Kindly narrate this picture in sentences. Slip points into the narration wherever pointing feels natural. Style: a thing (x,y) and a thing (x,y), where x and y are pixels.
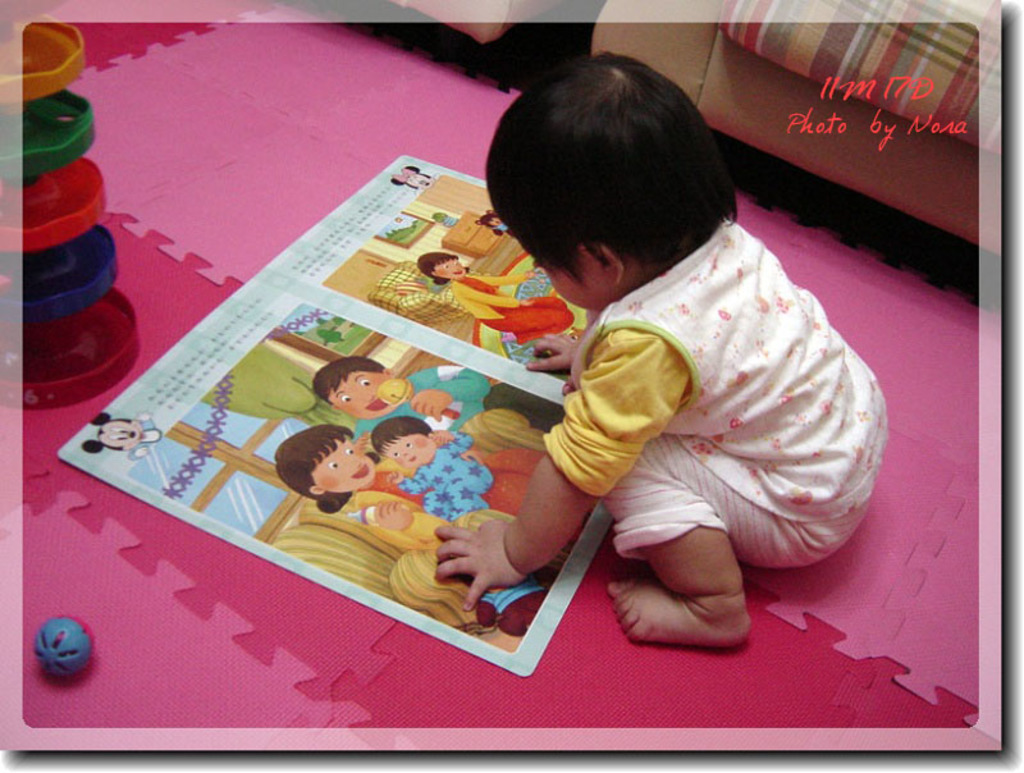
In this picture we can see a child (647,516), book (395,457), ball (50,668) and a toy (40,351) on the floor (31,504) and in the background (499,10) we can see chairs (760,6).
